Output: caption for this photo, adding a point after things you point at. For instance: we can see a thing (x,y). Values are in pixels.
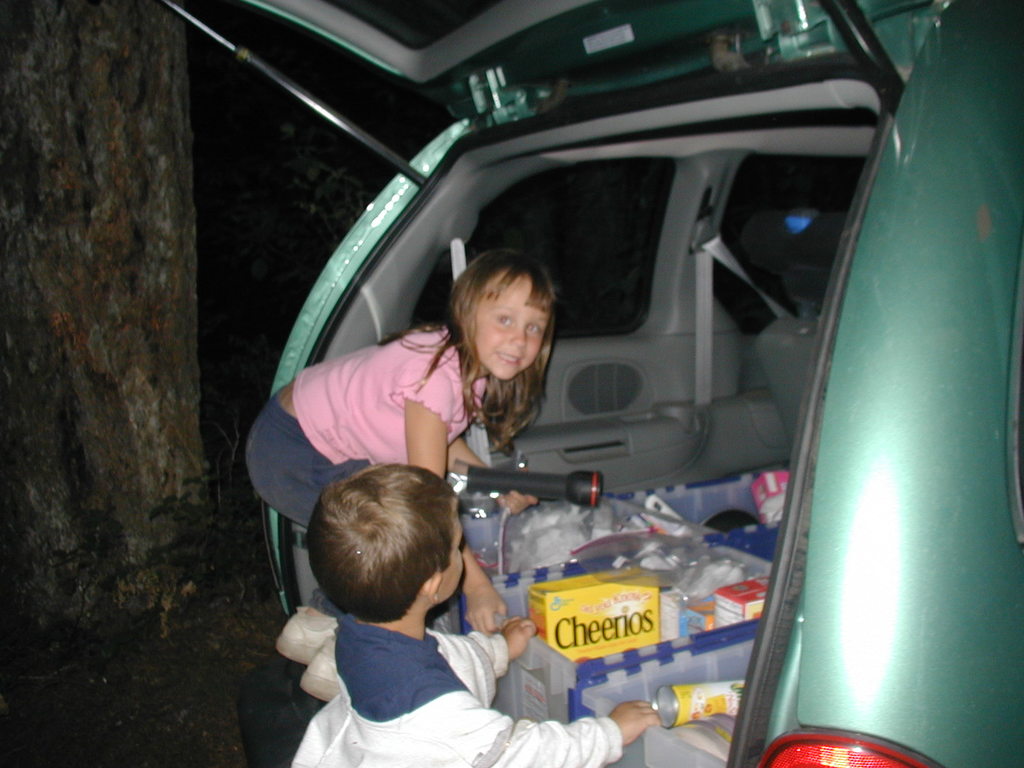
In this image I see 2 children (633,718) and I see a car (286,590) in which there are few containers (783,508).
